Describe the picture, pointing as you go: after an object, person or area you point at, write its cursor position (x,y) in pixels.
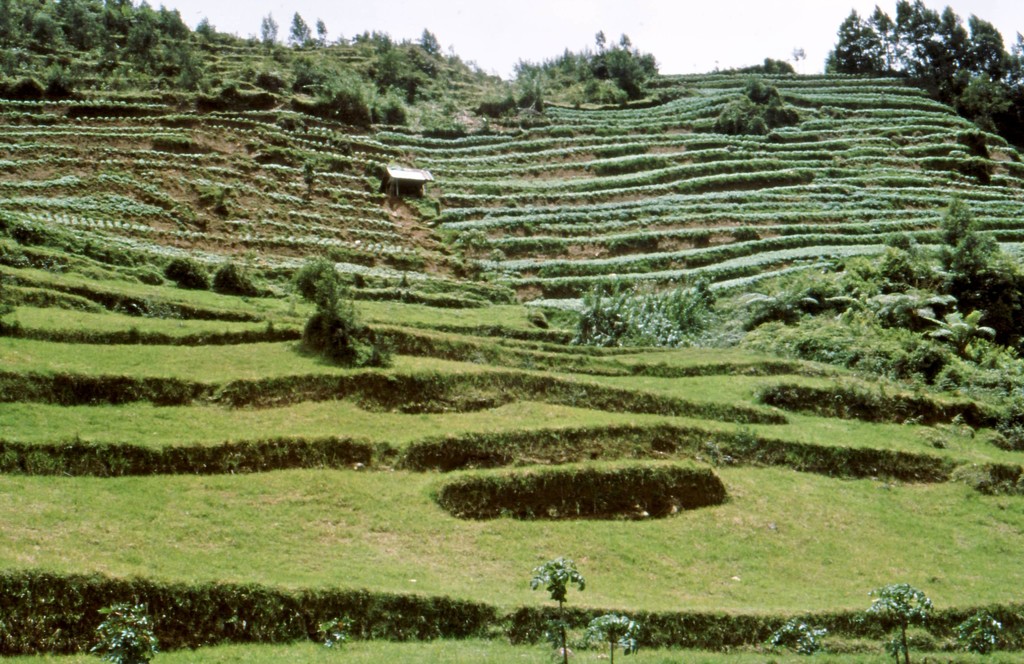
In this picture we can see grass (346,481) and plants (824,175) on the ground (764,523) and in the background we can see trees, sky (976,7).
